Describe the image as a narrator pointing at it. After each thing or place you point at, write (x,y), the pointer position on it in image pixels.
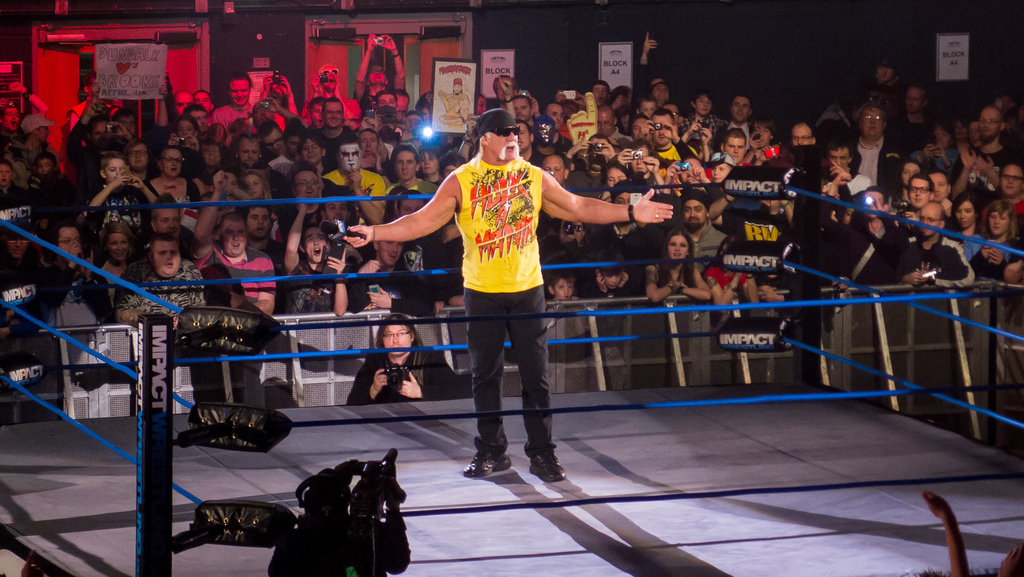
In the foreground of this picture (482,236), there is a man (526,345) holding a mic (348,229) and standing on a boxing court (412,486). On the bottom (368,540), there is a man (377,549) holding camera (369,486). In the background (283,84), there is a crowd (654,135) holding placards (130,66), and the doors (39,85).
